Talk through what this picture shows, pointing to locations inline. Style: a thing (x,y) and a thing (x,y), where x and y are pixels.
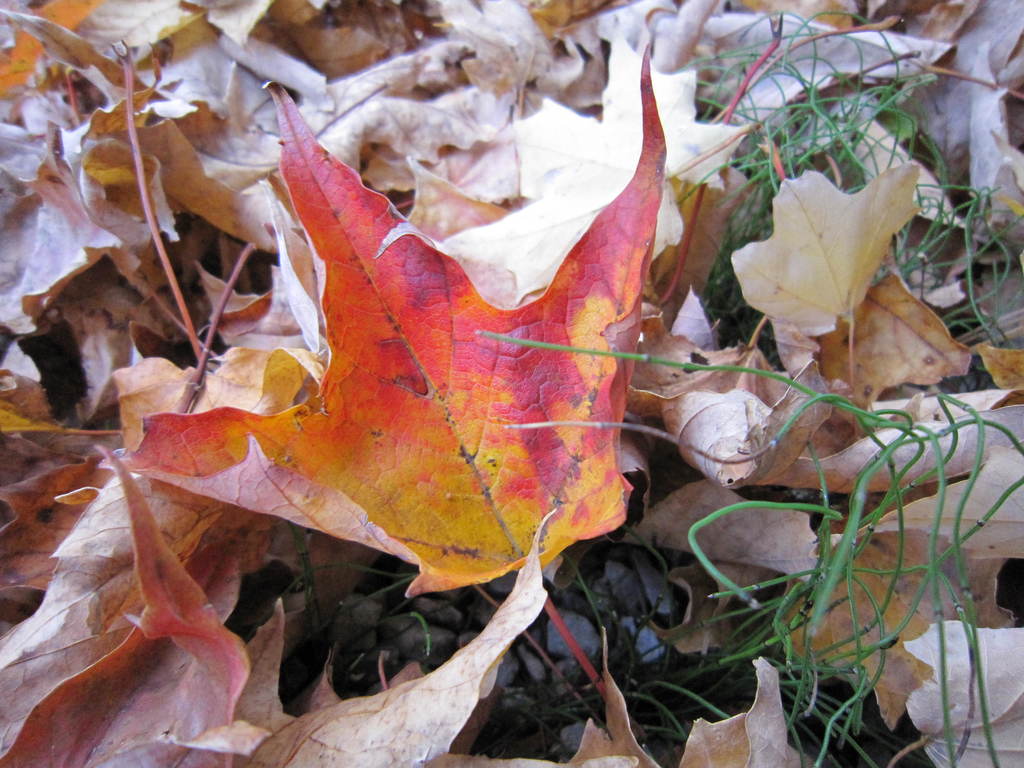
In this image we can see some leaves (470,387), stones (502,683) and the grass (920,267).
